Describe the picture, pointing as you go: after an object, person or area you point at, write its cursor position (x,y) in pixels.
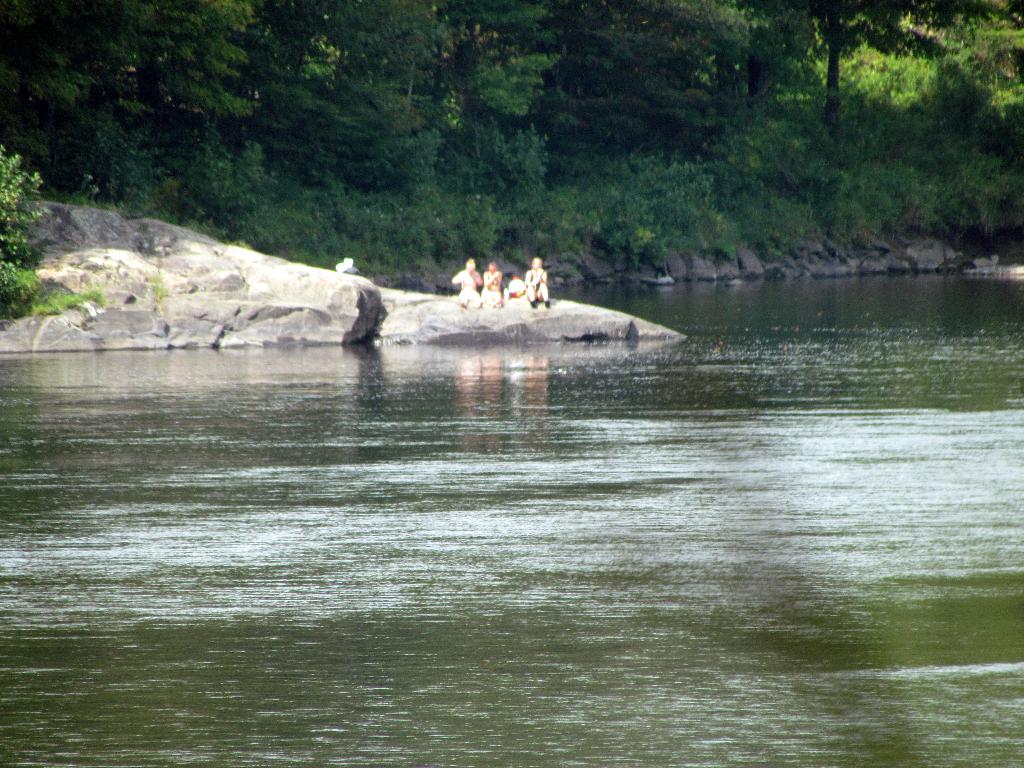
In this picture we can see the water (517,417), three people (532,278) sitting on rocks (419,307) and some objects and in the background (368,134) we can see trees (374,182).
